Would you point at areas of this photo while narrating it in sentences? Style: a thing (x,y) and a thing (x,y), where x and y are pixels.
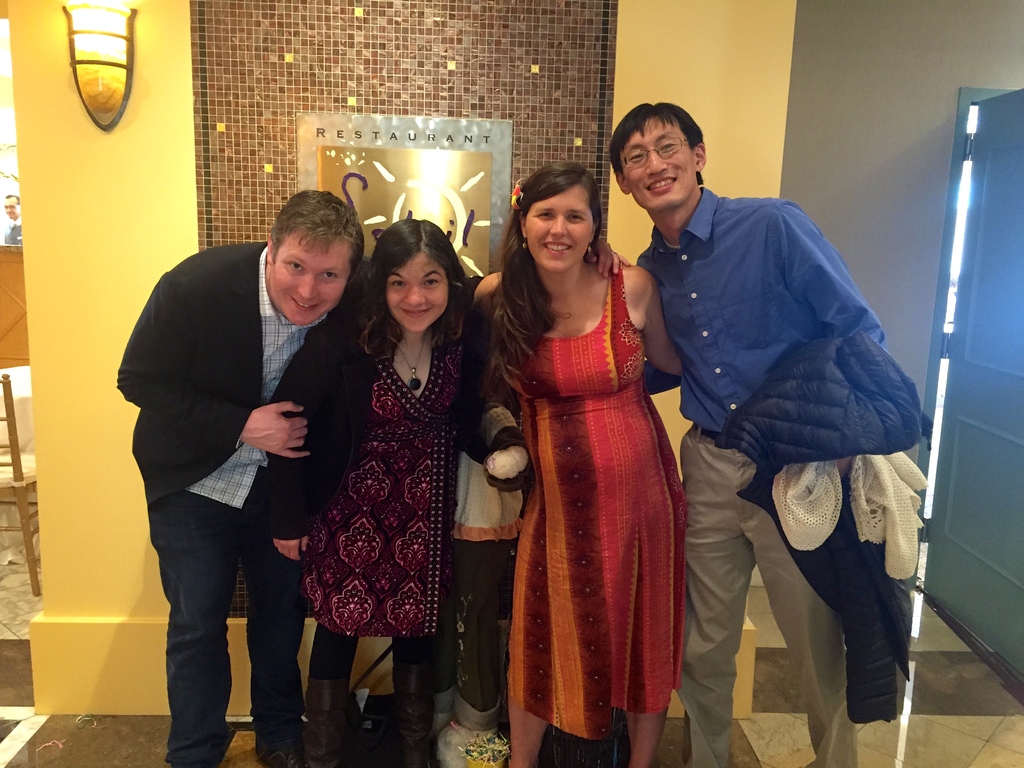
In this image we can see there are a few people (407,492) standing with a smile on their face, one of them is holding something in his hand (839,462), behind them there is a wall (333,106). On the right side (970,487) there is a door (1015,432).
